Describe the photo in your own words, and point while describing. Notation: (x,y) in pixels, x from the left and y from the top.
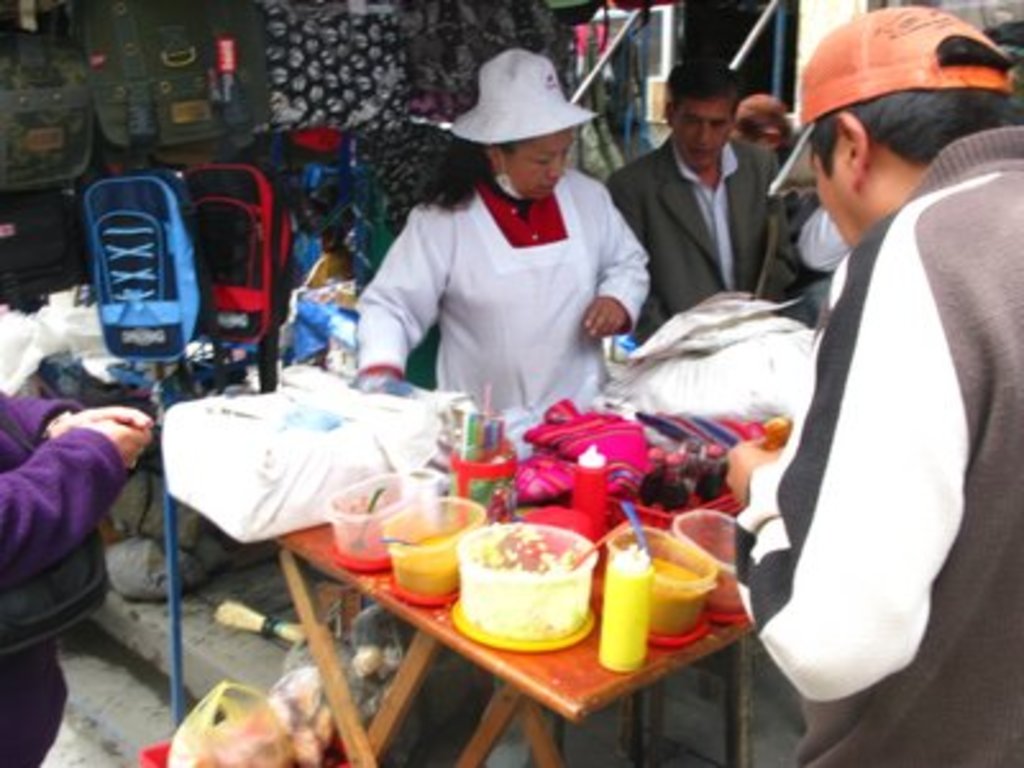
In this image we can see a group of people (648,256) standing. In that a man (897,572) wearing a cap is holding some food (780,432) and the woman (479,403) is wearing a hat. We can also see a table (550,684) beside them containing some bowls (444,584) with spoons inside it, bottles (610,612), a jar (463,468) and some clothes (536,503) on it. We can also see some covers (283,684) and a broom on the ground (254,682). On the backside (224,316) we can see some clothes (400,183) and bags (248,172) to the stand (167,563).
